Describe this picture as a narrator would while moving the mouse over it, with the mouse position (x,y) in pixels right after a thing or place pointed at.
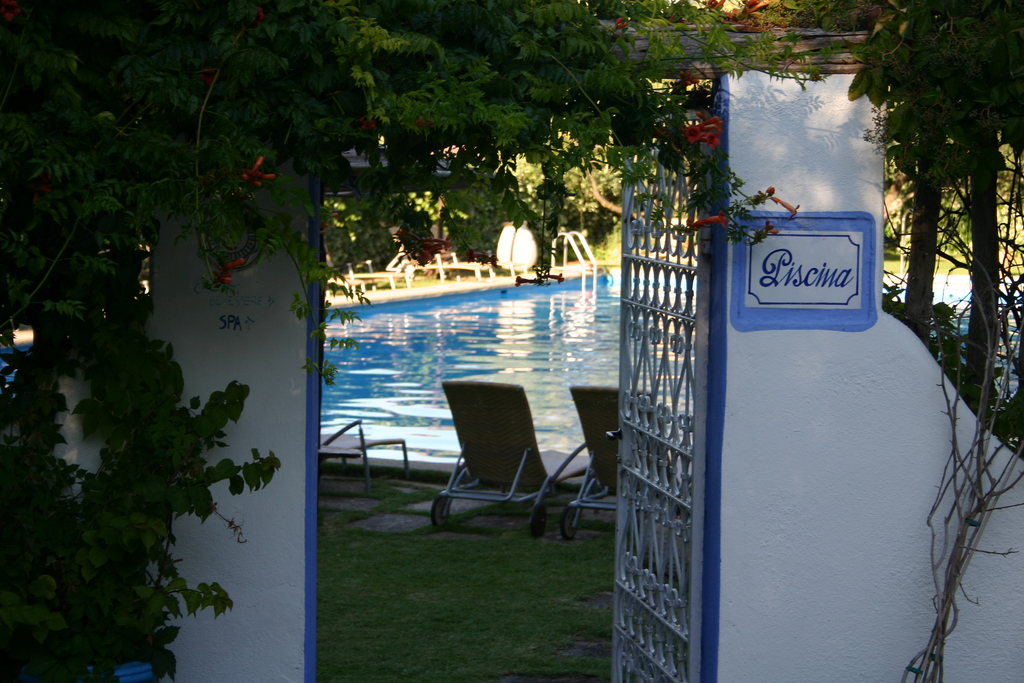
In this picture we can see leaves (383,18), flowers (702,128), door (626,259), board (809,221) on the wall (795,147), grass (533,646), chairs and water (445,447). In the background of the image (602,200) we can see leaves (576,207) and objects (503,251).
